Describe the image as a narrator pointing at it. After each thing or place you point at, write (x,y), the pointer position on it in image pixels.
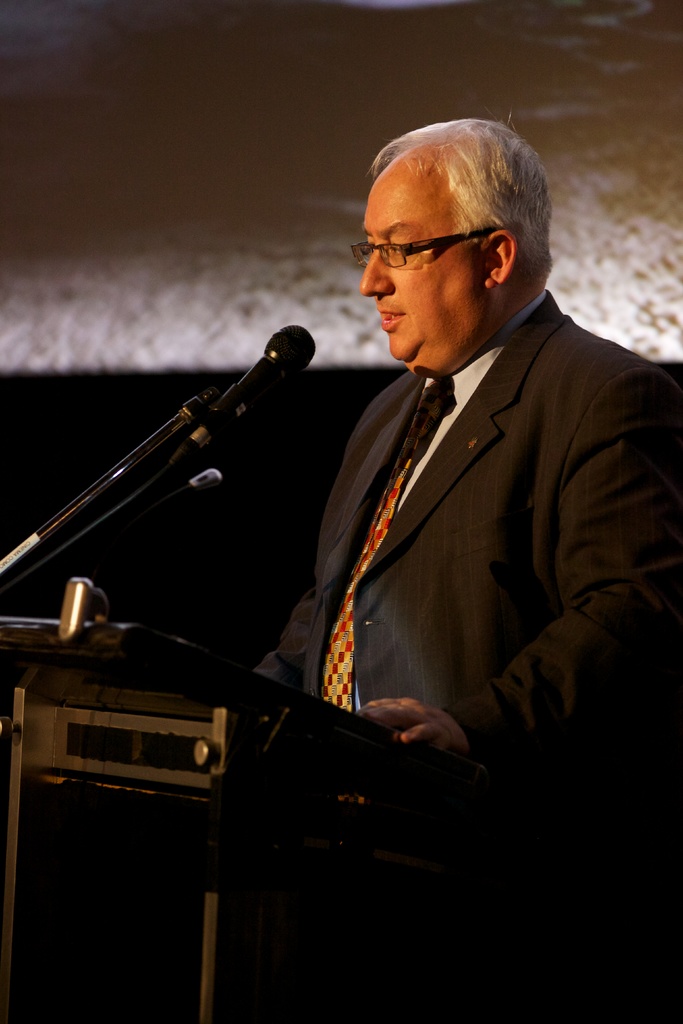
In the foreground of this image (469,560), there is a man (474,555) in suit (469,598) and in front of him there is a podium (131,649) and also a mic (216,409) is present in front of him. In the background (221,94), there is a wall (240,100).
